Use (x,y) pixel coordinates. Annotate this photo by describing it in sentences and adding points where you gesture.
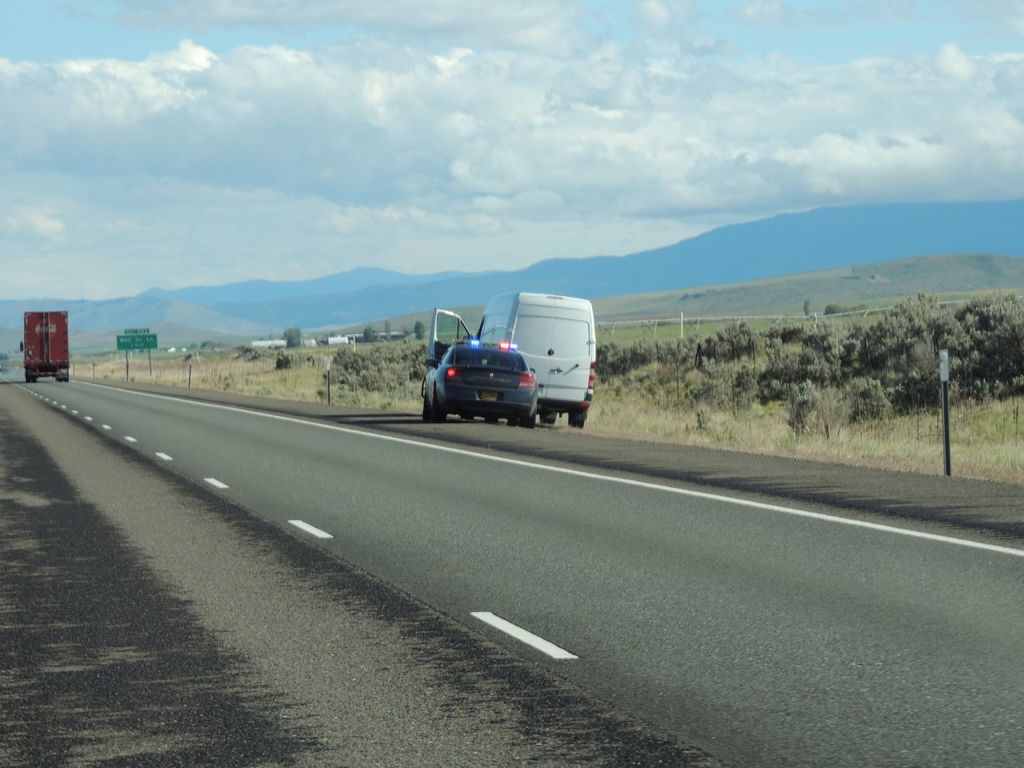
In this image there is a road (246,420) and we can see vehicles (60,354) on the road (437,461). In the background (788,399) there are trees (925,309), hills (147,315) and sky (303,259). We can see a board (128,343).
